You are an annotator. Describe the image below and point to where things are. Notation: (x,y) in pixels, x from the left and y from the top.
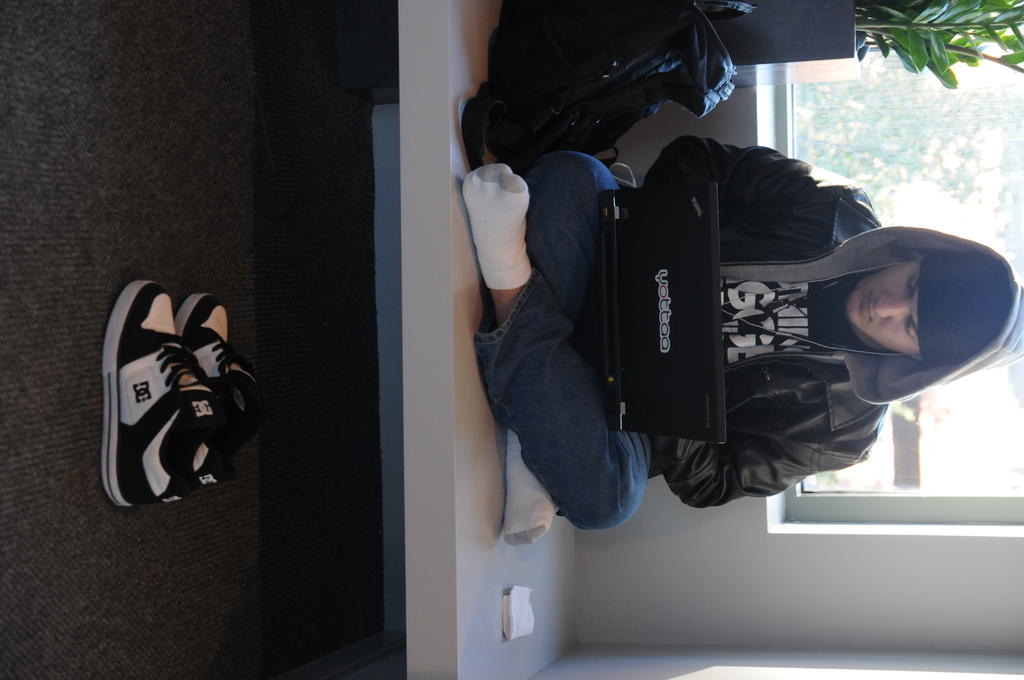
In the foreground of this image (643,309), there is a man (762,391) sitting on a surface (455,500) with laptop (679,339). On left side (137,377), we see shoes (174,364) on carpet (163,172). On right (974,481) there is a wall (1012,555), window (1010,377), plant (892,32), and a bag (631,126).
